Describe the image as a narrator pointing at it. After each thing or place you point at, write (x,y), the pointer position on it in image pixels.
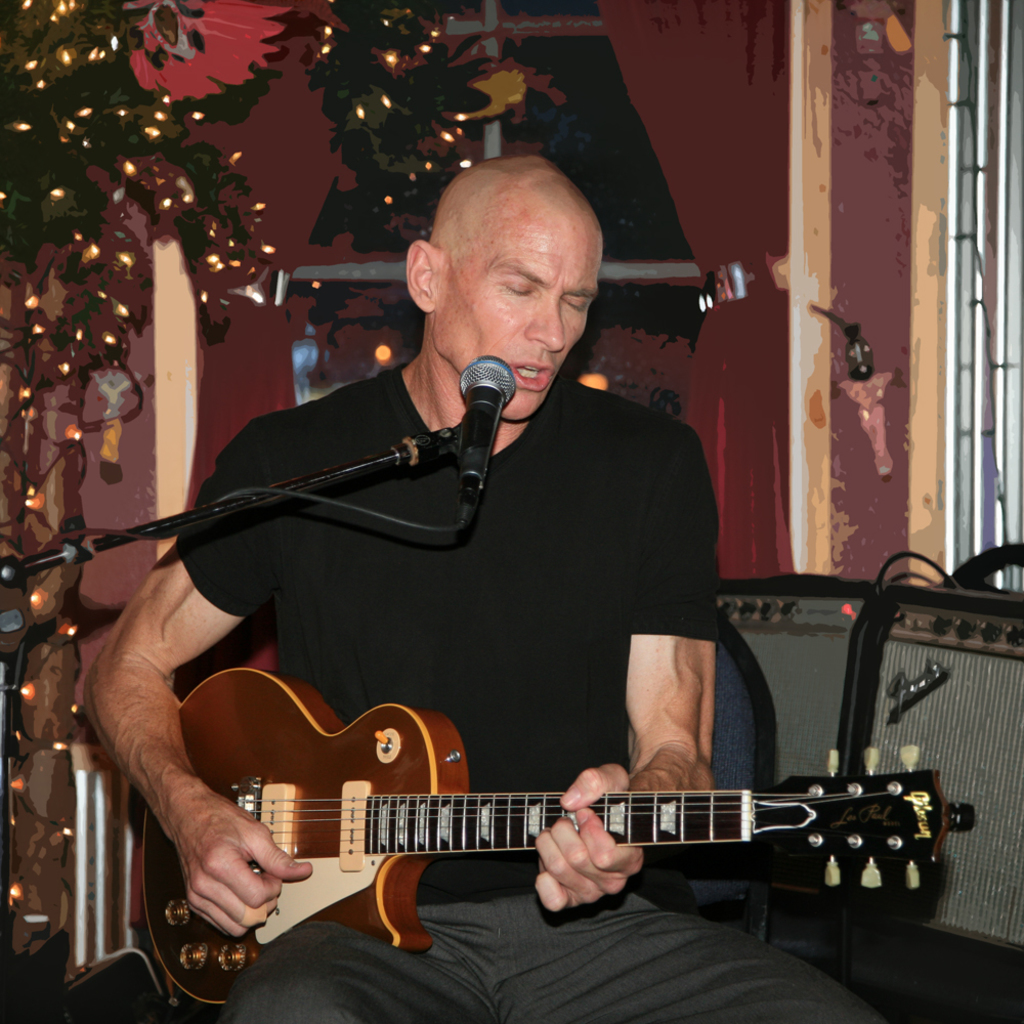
As we can see in the image there is a man (487,615) sitting and holding guitar (336,842) in his hand (247,840) and singing on mic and there is a Christmas tree (57,174).
